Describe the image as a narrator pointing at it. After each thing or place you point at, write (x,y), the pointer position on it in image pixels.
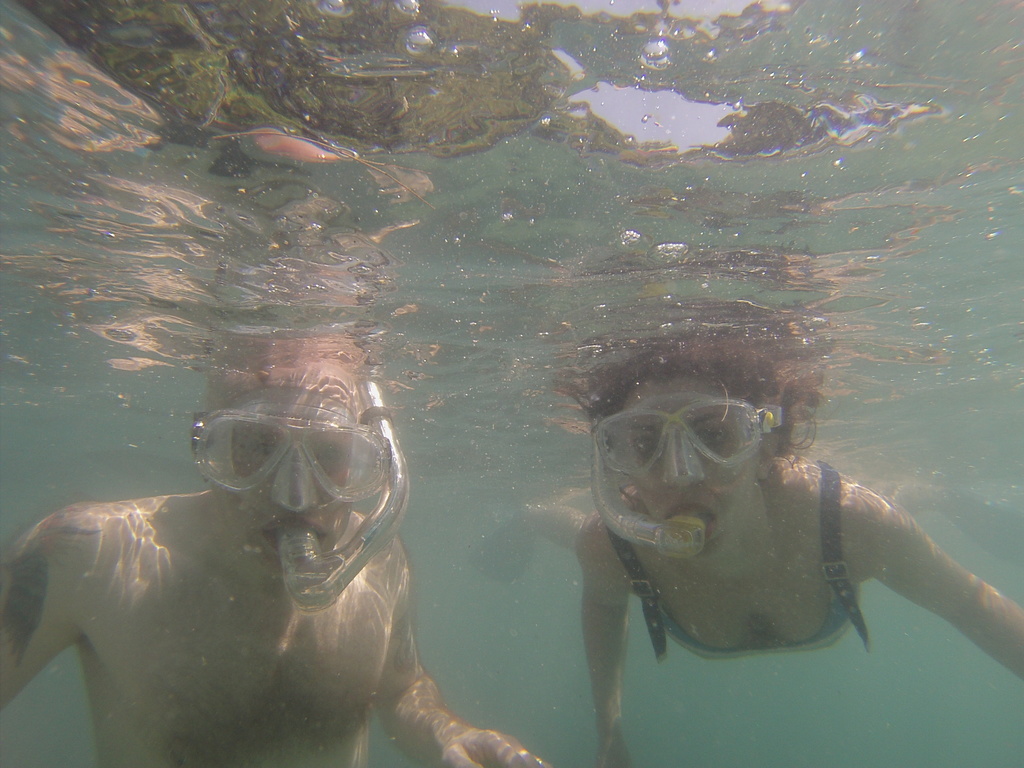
In this image we can see a man (393,638) and a woman (784,568) under the water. They are wearing snorkel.
